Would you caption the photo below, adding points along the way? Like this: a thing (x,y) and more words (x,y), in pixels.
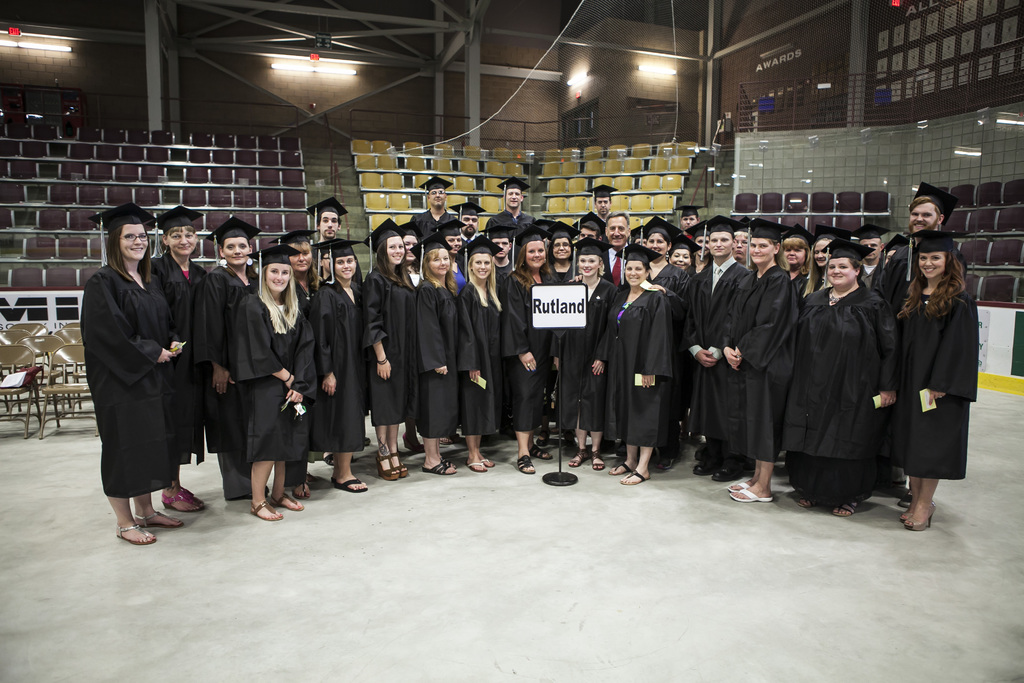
This picture might be taken inside a hall (740,156). In this image, in the middle (617,448), we can see group of people (249,401) wearing a black color dress (270,394) is standing on the floor (681,559). In the background (153,212), we can see some chairs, lights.
